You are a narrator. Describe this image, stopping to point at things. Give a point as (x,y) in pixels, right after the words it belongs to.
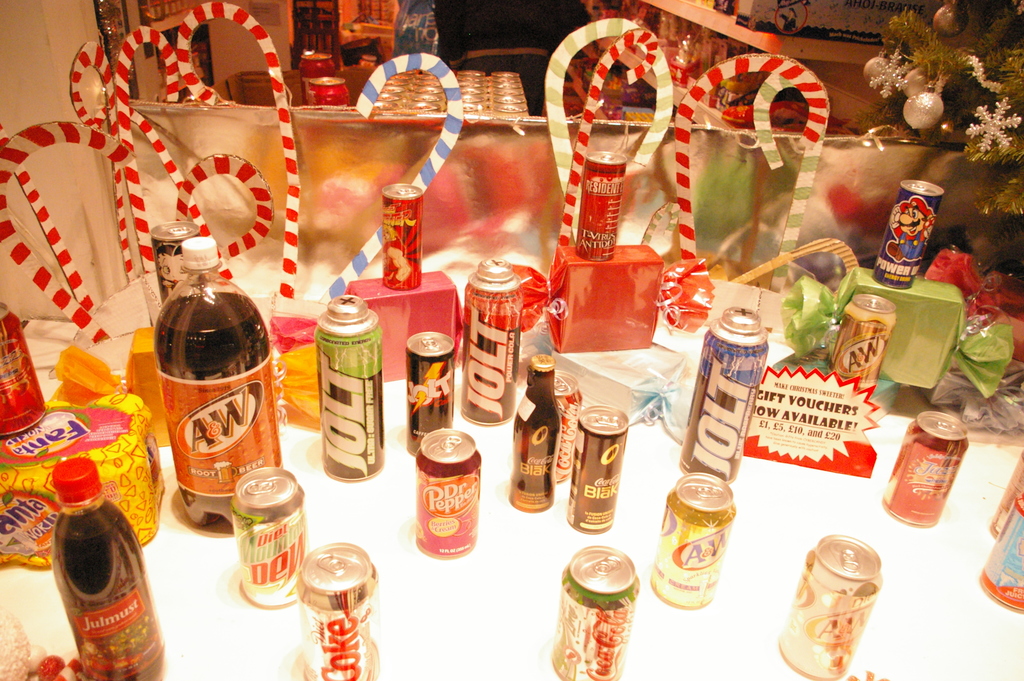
In the image we can see there are cold drink cans (588,552), cold drink bottles (188,414) and candy sticks (115,99) kept on the table (392,460).
